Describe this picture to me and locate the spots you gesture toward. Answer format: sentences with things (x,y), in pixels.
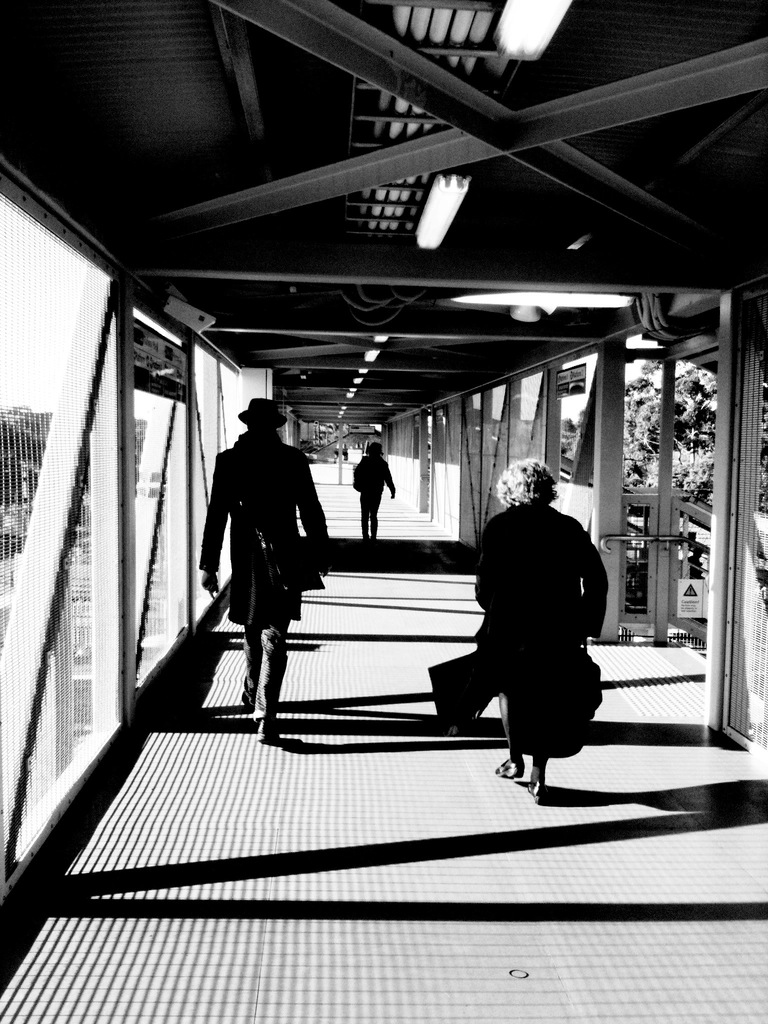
In this image we can see group of persons (294,469) are walking on the bridge (349,506), at above, there are lights (451,189), there are trees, here it is in black and white.
